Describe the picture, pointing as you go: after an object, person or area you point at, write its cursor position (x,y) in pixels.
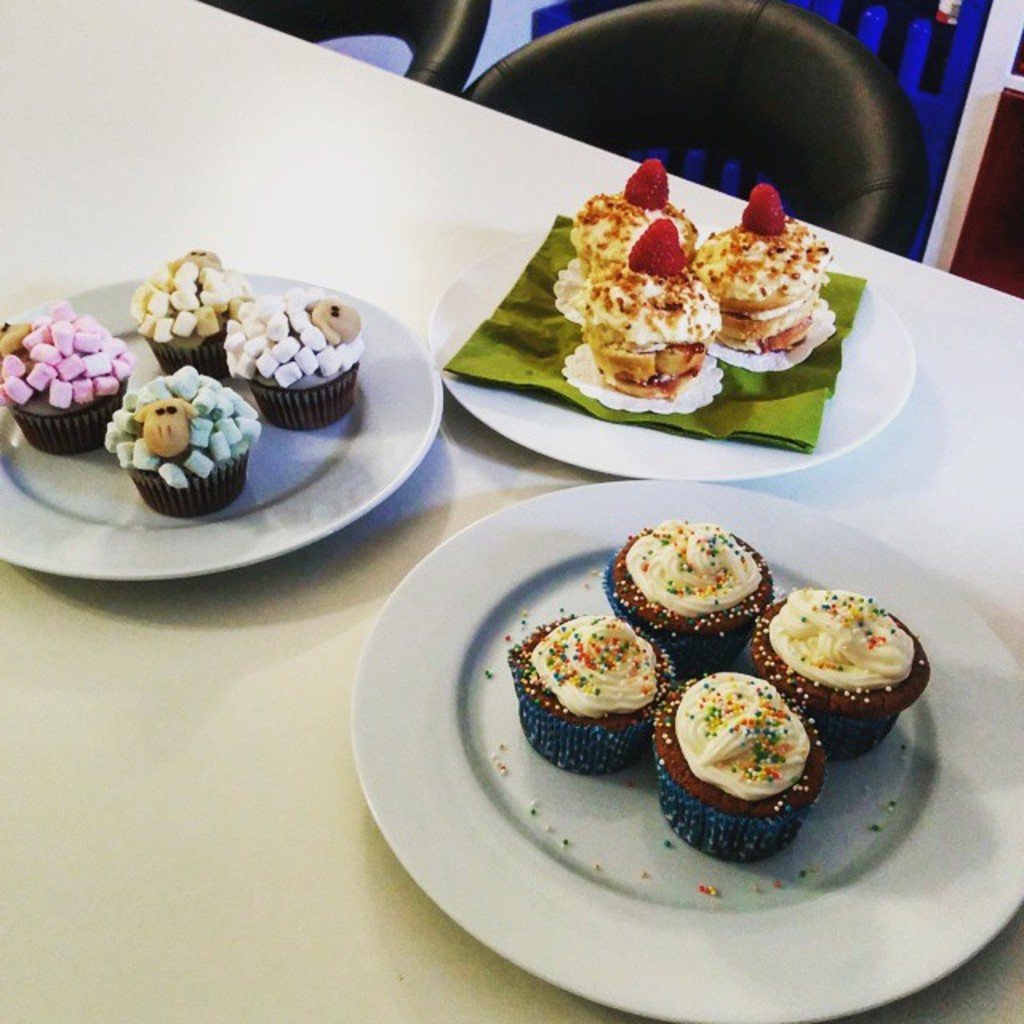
In this picture we can see some food items (187,386) on the plates (423,757). There is a green object (542,360) visible in one of the plates (671,444). These plates (494,669) are visible on a table (332,677). We can see a few chairs (615,75) on top of the picture (795,140).
